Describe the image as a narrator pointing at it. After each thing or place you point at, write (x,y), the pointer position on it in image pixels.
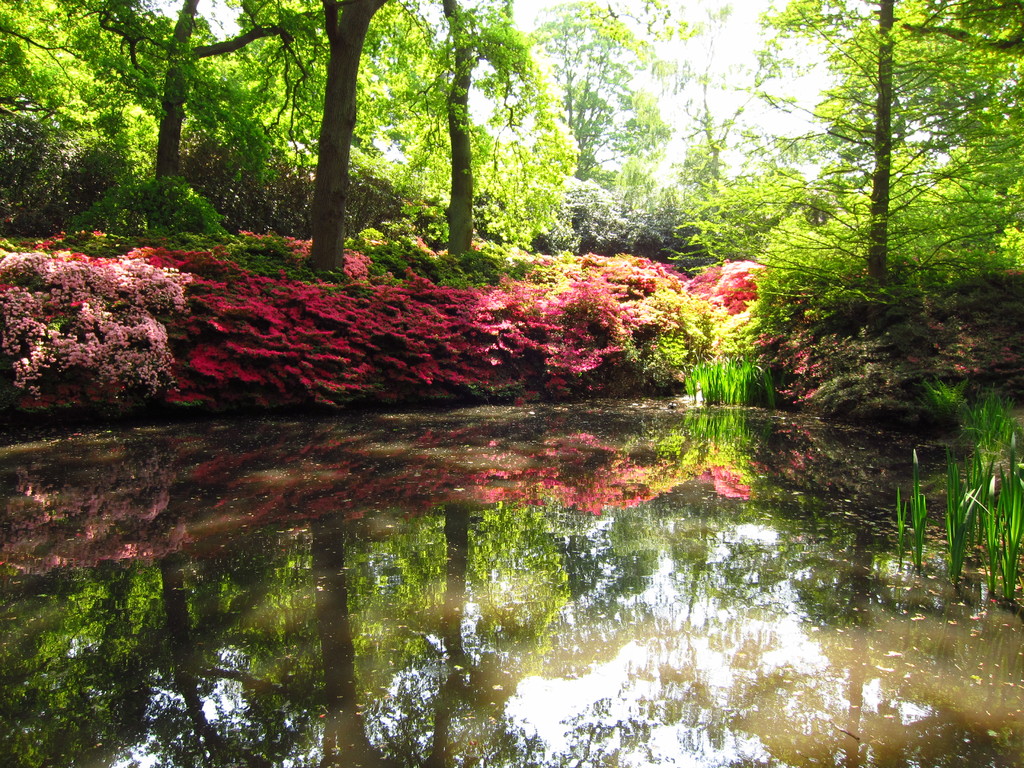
In the picture we can see a water (650,565) and around it we can see a small hill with plants (38,142), flowers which are pink, red and some grass plants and on the top of it we can see full of trees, plants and a part of the sky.
